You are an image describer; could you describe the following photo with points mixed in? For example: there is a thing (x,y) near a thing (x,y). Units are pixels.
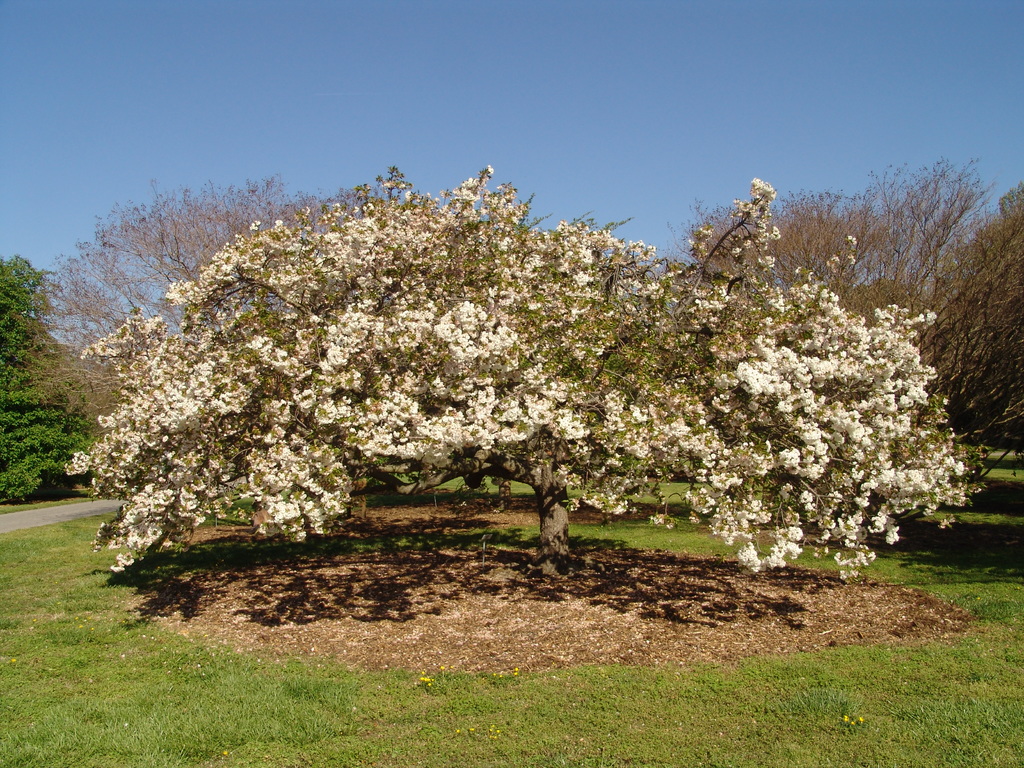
In this image we can see many trees (466,353). At the bottom (379,546) we can see the grass (190,753). At the top (457,49) we can see the sky (380,154).
